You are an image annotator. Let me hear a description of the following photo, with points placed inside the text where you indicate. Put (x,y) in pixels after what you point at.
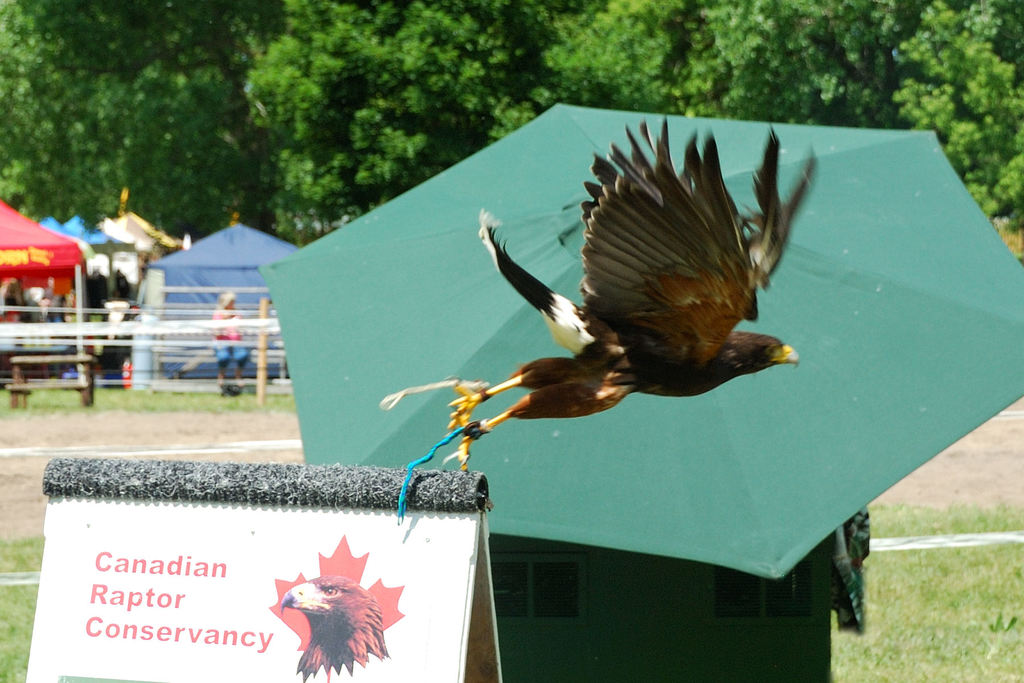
Here we can see a board (268,593), bird (552,381), umbrella (559,435), tents (267,274), bench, and few persons (52,294). Here we can see grass (956,596). In the background (179,214) there are trees (469,131).
